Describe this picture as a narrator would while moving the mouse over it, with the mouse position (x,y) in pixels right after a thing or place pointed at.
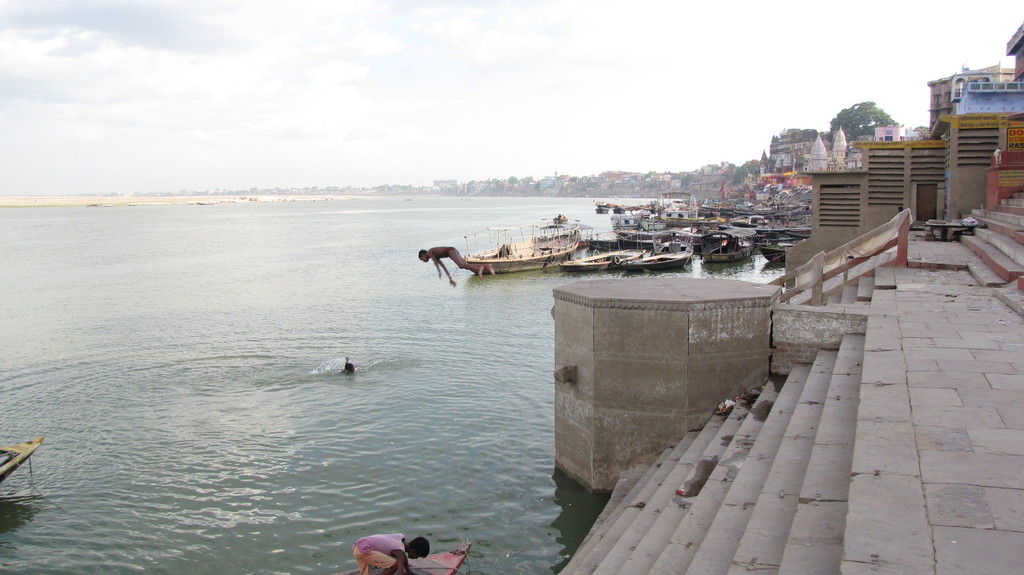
This is an outside view. On the right side (805,393) there are stairs (701,488), many buildings (864,165) and trees (838,122). In the middle of the image (612,272) there are many boats (539,250) on the water (480,329) and one person (439,261) is jumping into the water (370,328). At the bottom (395,549) there is a person (381,544). At the top of the image (288,51) I can see the sky (364,59) and clouds (328,93).
